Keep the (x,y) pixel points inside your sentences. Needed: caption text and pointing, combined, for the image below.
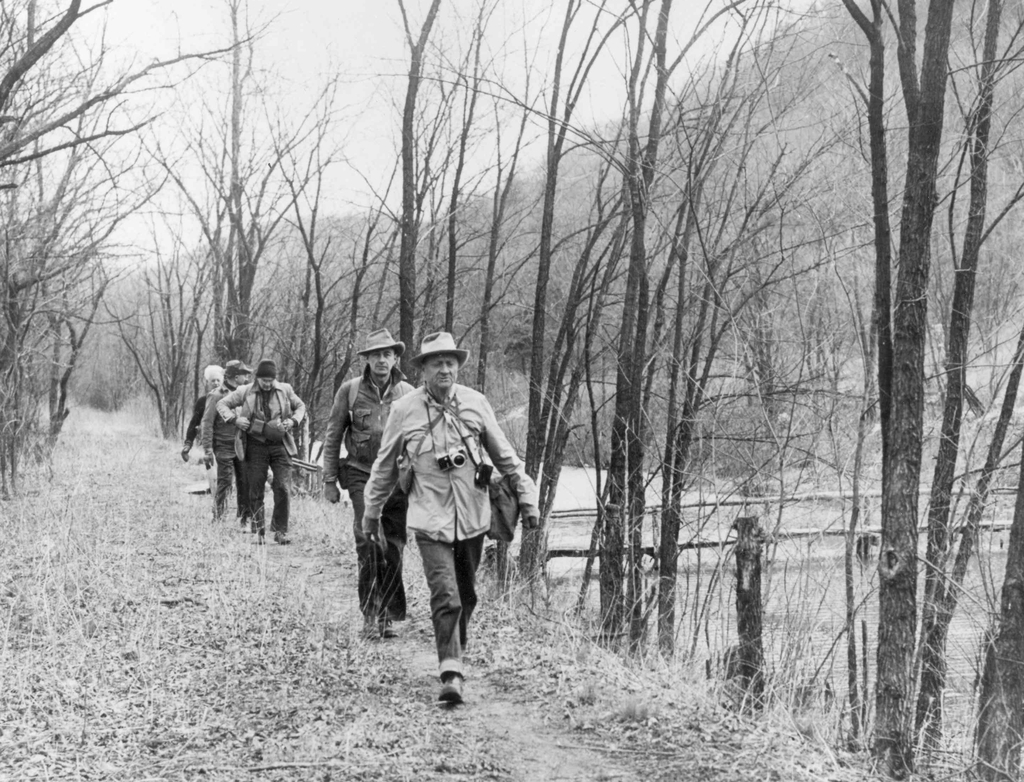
This is a black and white image and there are men (370,537) walking on the ground (571,742). In the background (587,336), we can see trees (546,317) and the sky (443,135).
